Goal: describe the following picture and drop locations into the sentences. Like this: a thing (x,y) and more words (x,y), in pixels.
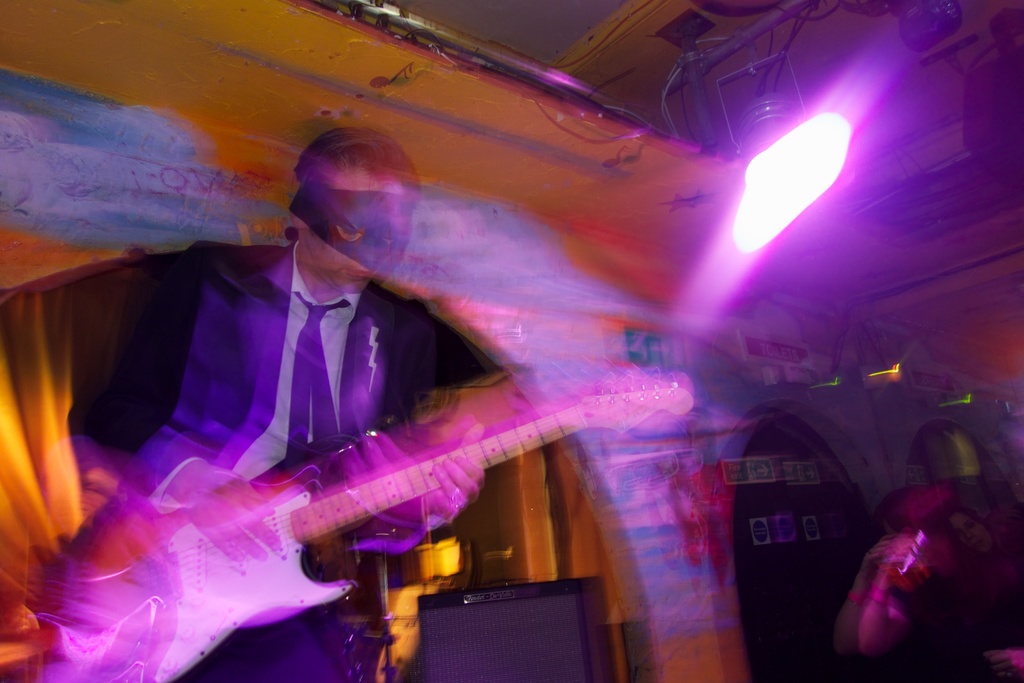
In this image I can see a man (257,510) is playing the guitar (299,509), he wore tie (301,400), shirt (288,383), coat (263,339). On the right side (829,121) there is the light (756,210).
